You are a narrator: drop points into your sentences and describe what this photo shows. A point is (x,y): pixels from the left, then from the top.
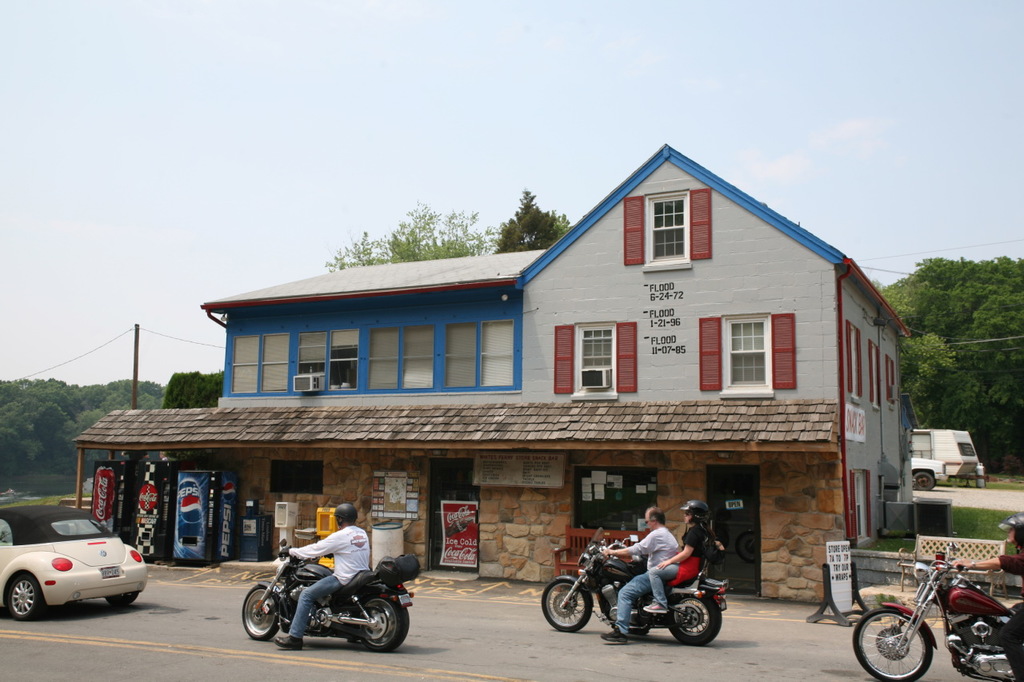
In the center of the image (406,449) there is a building (566,389). On the left (157,503) we can see refrigerators (165,525). At the bottom (20,593) there is a car (35,592) and we can see people (299,632) riding bikes (366,624). In the background (922,488) there is a truck (921,481), trees (82,399), pole (135,335) and sky (315,122).
